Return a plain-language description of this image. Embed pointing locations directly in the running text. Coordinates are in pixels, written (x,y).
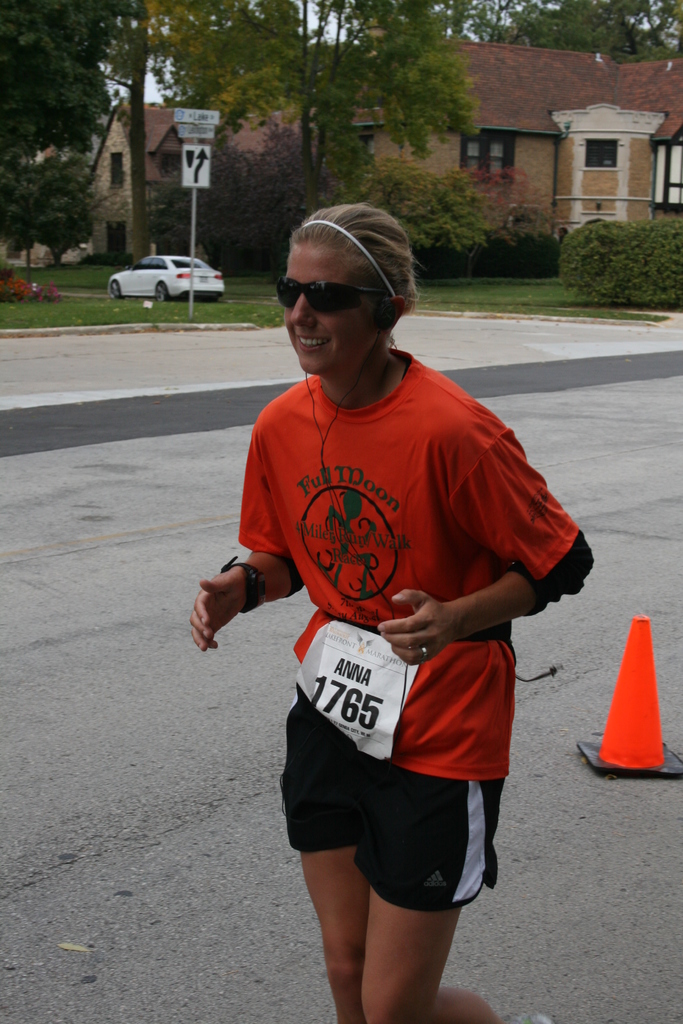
In this image we can see a woman (440,505) is running, she is wearing the glasses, at the back (627,508) there is a barrier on a road (629,408), there is a car (176,280) travelling on a road (617,486), there is a building (680,171), there are windows (506,140), there are many trees (28,104), there is grass (106,317), there is sky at the top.
